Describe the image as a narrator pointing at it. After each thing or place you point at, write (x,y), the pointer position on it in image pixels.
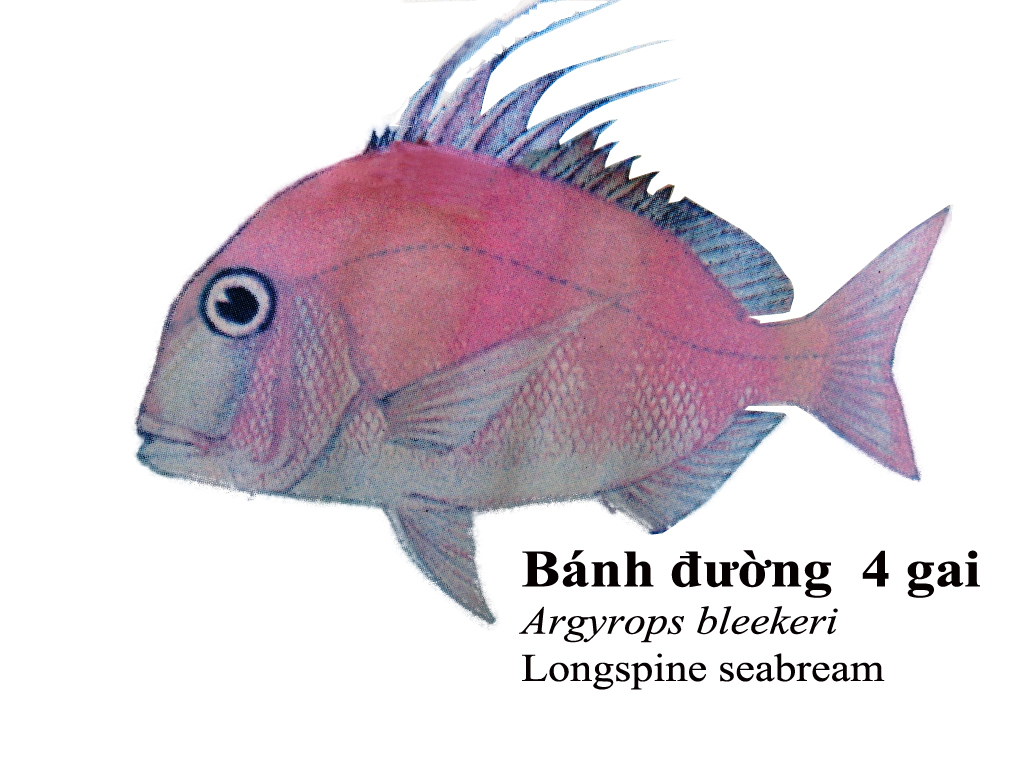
This is a painting in this image in the center (515,376) there is one fish (515,376), and at the bottom of the image (645,631) there is some text (593,671).
